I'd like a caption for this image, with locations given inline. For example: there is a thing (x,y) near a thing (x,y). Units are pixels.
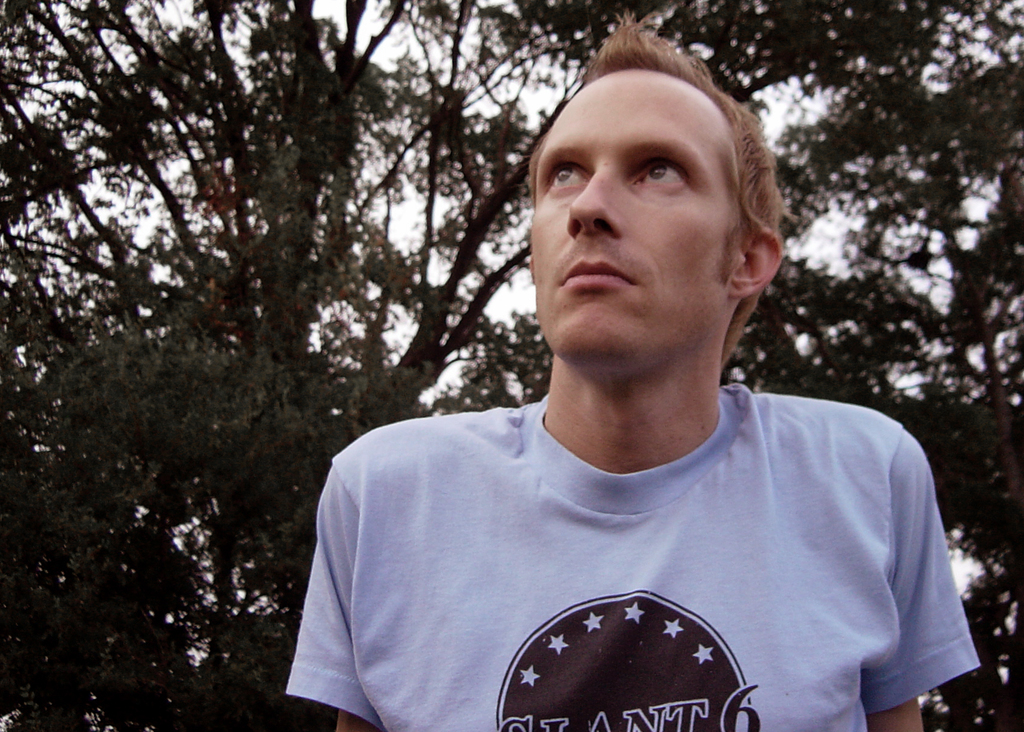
In the foreground (716,513) we can see a person (637,491). In the background (301,246) there are trees (496,126) and sky (443,83).
